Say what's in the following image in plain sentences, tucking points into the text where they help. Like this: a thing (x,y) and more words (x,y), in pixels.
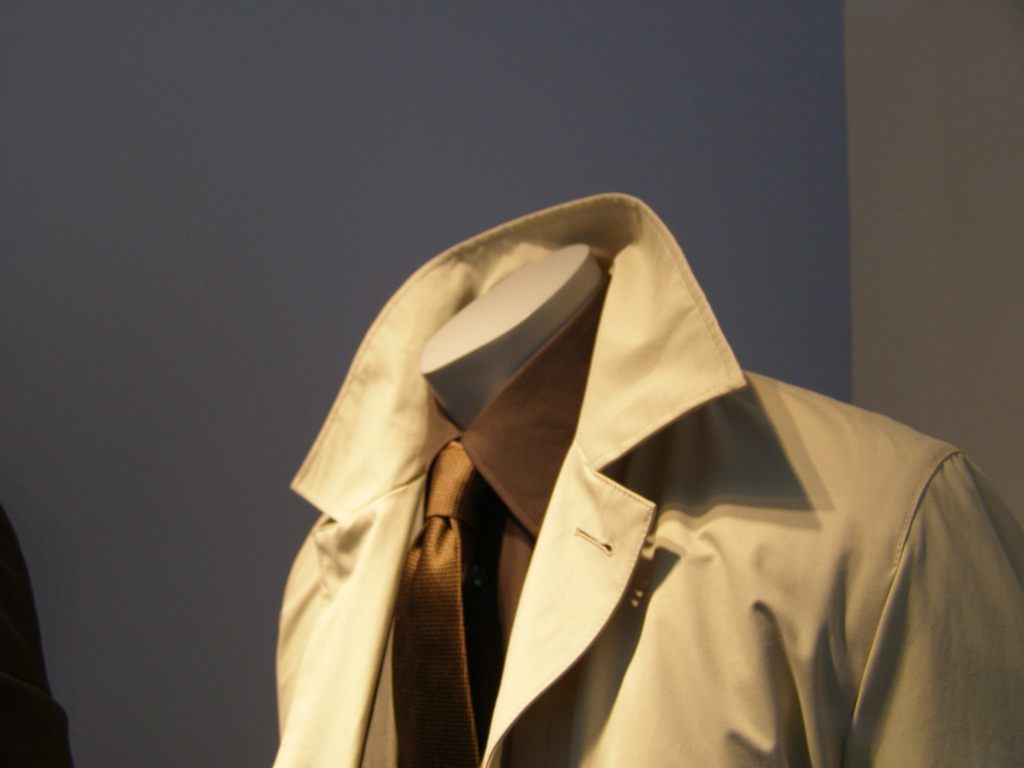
In this picture we can see a tie (414,702), jacket (406,510) and in the background (902,241) we can see wall (659,151).
